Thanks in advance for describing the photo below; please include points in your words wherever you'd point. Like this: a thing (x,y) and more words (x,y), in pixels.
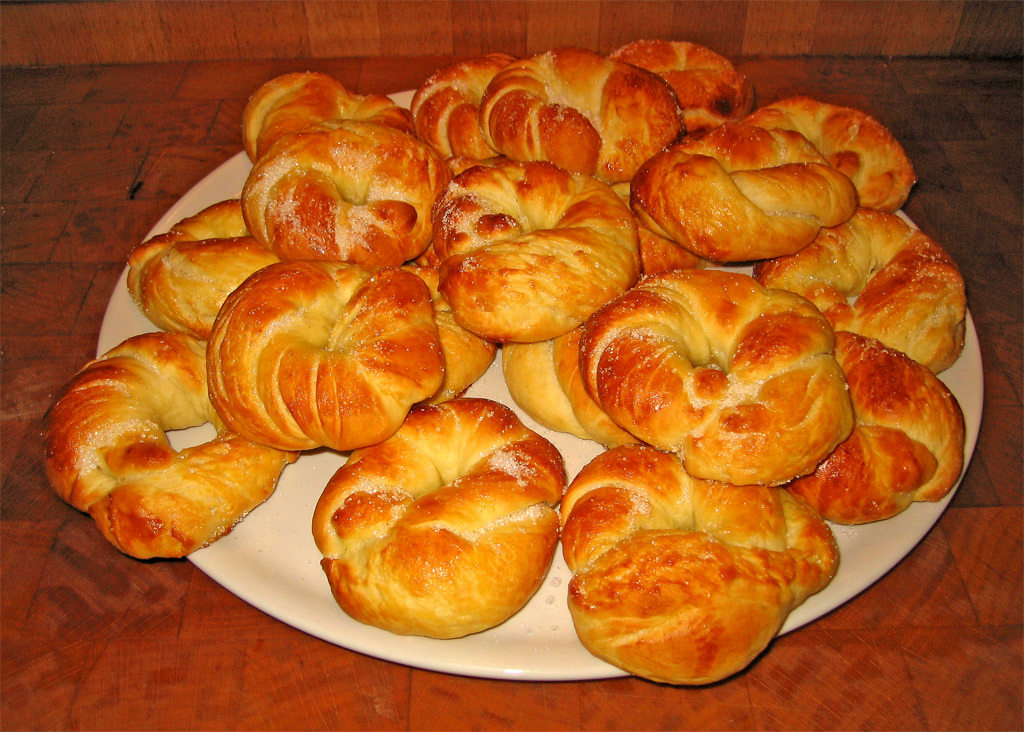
In this picture, we see the white plate (292,565) containing food item (492,289) or eatables (307,381) is placed on the brown table (347,657).
